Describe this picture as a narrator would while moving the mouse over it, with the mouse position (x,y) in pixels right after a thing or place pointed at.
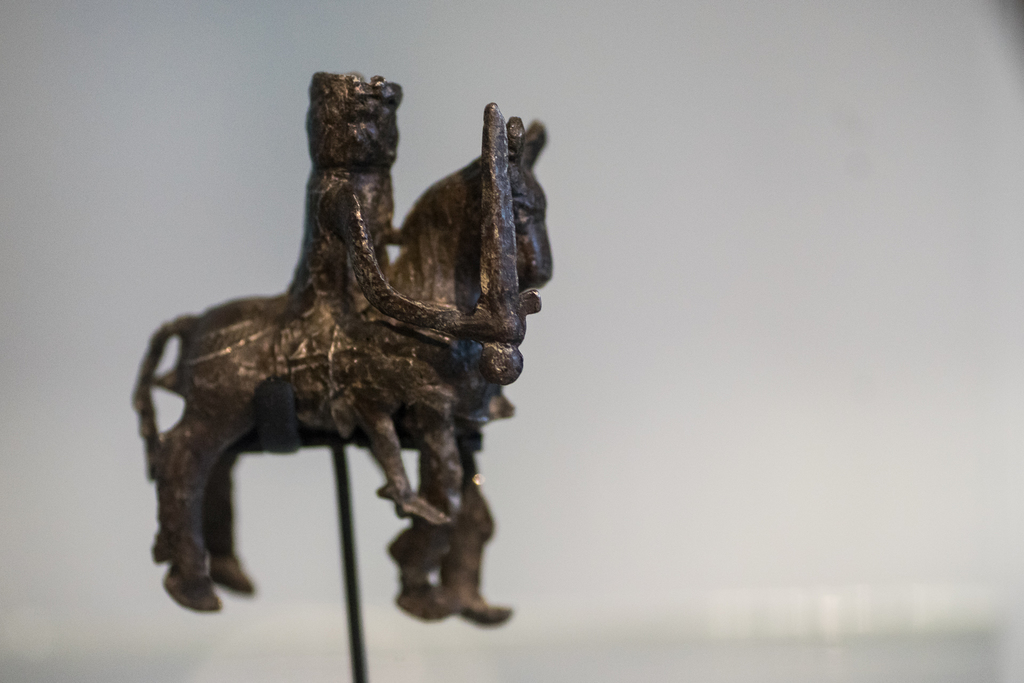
In this picture we can see the statue (228,576) of a horse (275,346) and a person (456,321) holding a sword (523,309). Background (6,81) is white in color.
